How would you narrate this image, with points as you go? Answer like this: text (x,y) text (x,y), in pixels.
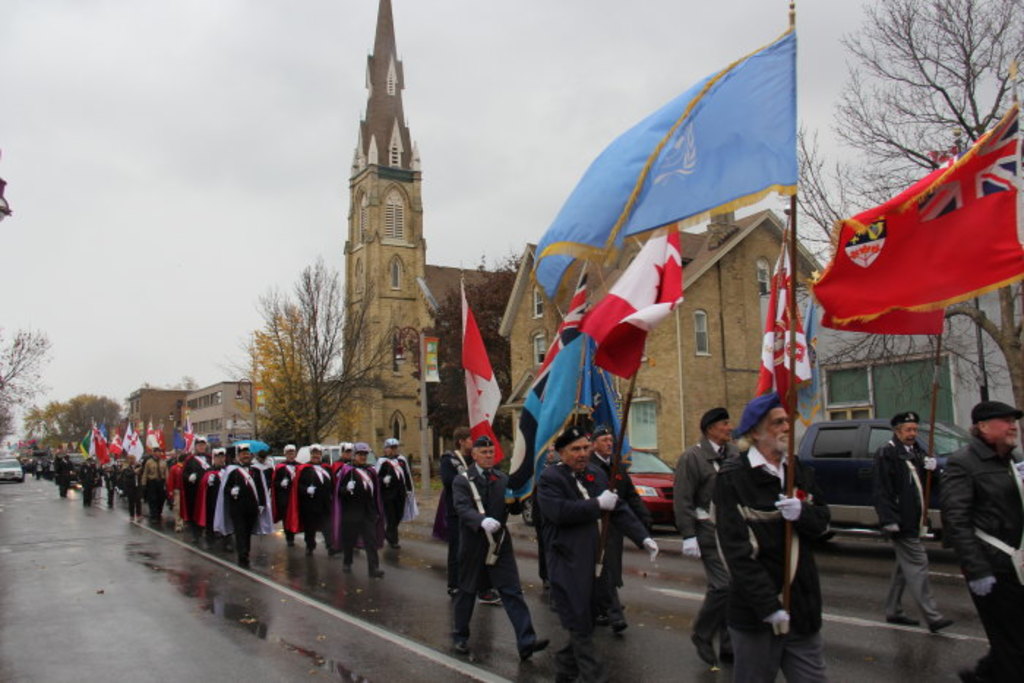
In this image I can see a crowd (1000,511) on the road (678,592) and flags (476,435). In the background (446,426) I can see buildings (551,323), towers (404,323), trees (453,325), windows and the sky (241,228). This image is taken during a rainy day on the road (92,549).
